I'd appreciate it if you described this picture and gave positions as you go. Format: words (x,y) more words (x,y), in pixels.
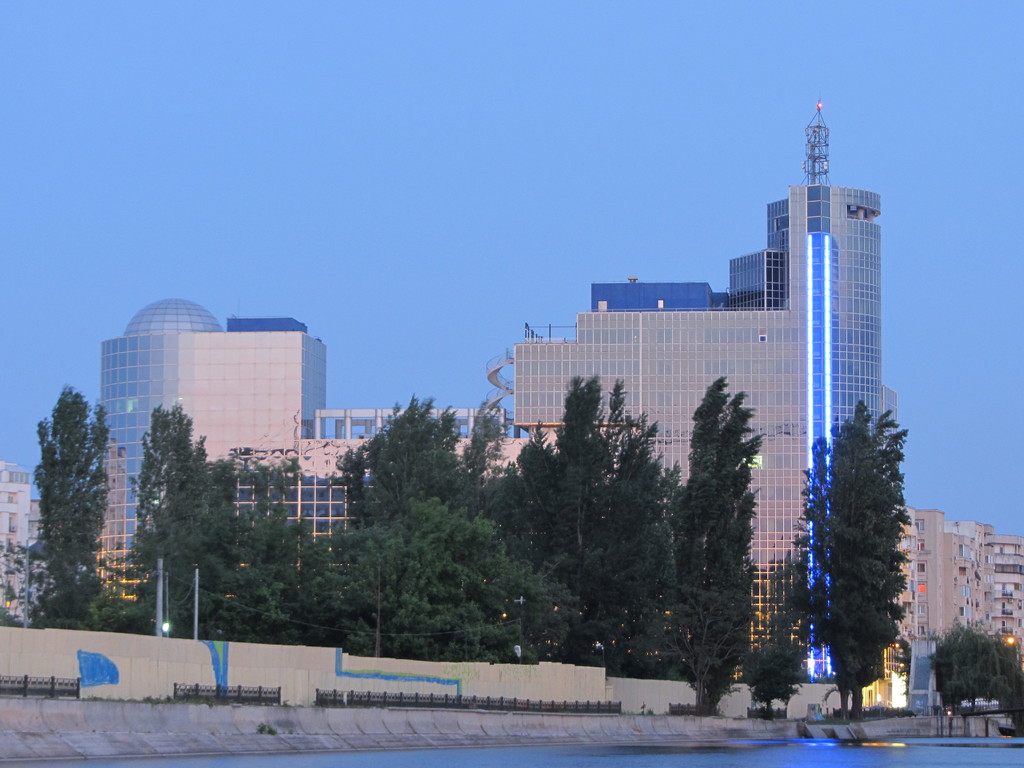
In this picture I can see few buildings (543,419) and few trees (736,573) and a blue sky (560,198) and I can see water (784,763).
